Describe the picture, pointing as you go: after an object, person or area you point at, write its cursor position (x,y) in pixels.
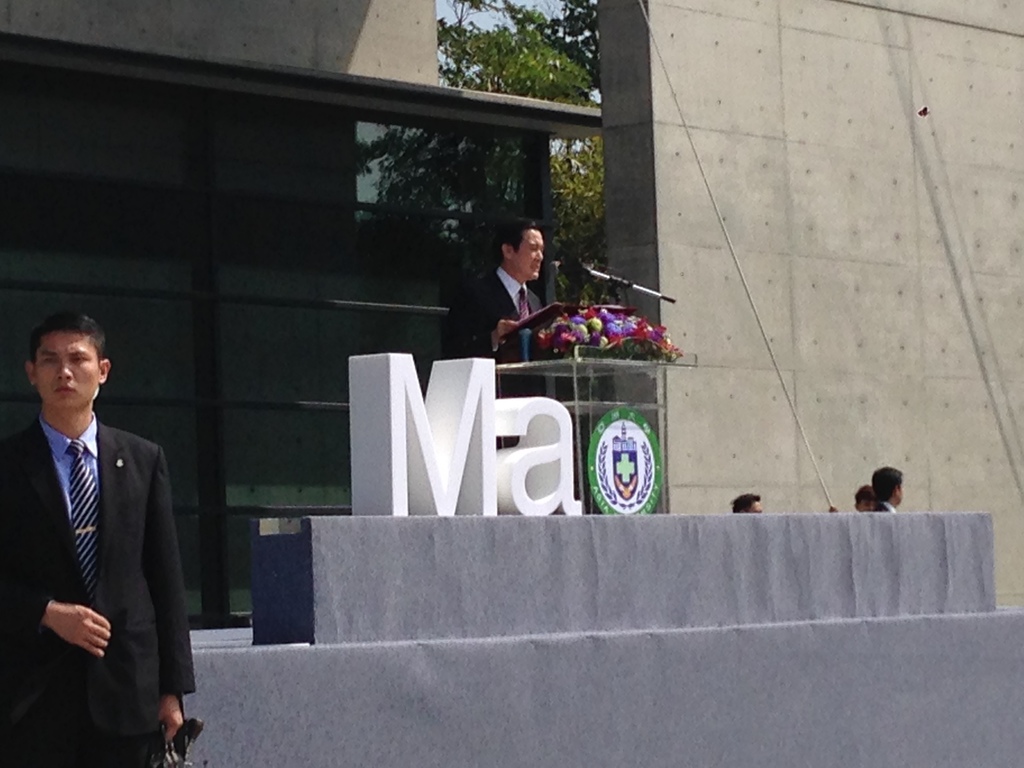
In the center of the image (489,329) there is a person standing in front of the dais (642,398). On top of the dais (628,404) there are flowers (632,325). There is a mic (657,293) and a book (537,317). On the right side of the image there are three people (896,476). Behind them there is a wall (799,206). In the background of the image (431,167) there is a glass door (344,185). There are trees (523,40) and sky (499,13). On the left side of the image (159,468) there is a person (127,489).
